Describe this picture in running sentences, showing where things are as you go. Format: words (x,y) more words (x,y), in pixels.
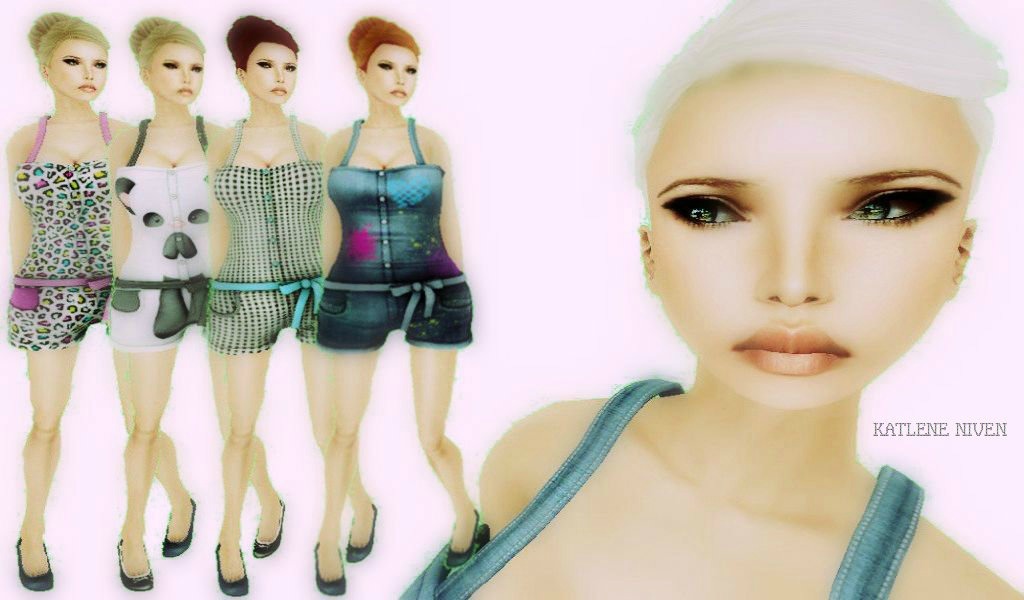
In this image we can see the animated picture of five women (308,350) standing and to the right side of the image (970,423) we can see some text (962,423).
